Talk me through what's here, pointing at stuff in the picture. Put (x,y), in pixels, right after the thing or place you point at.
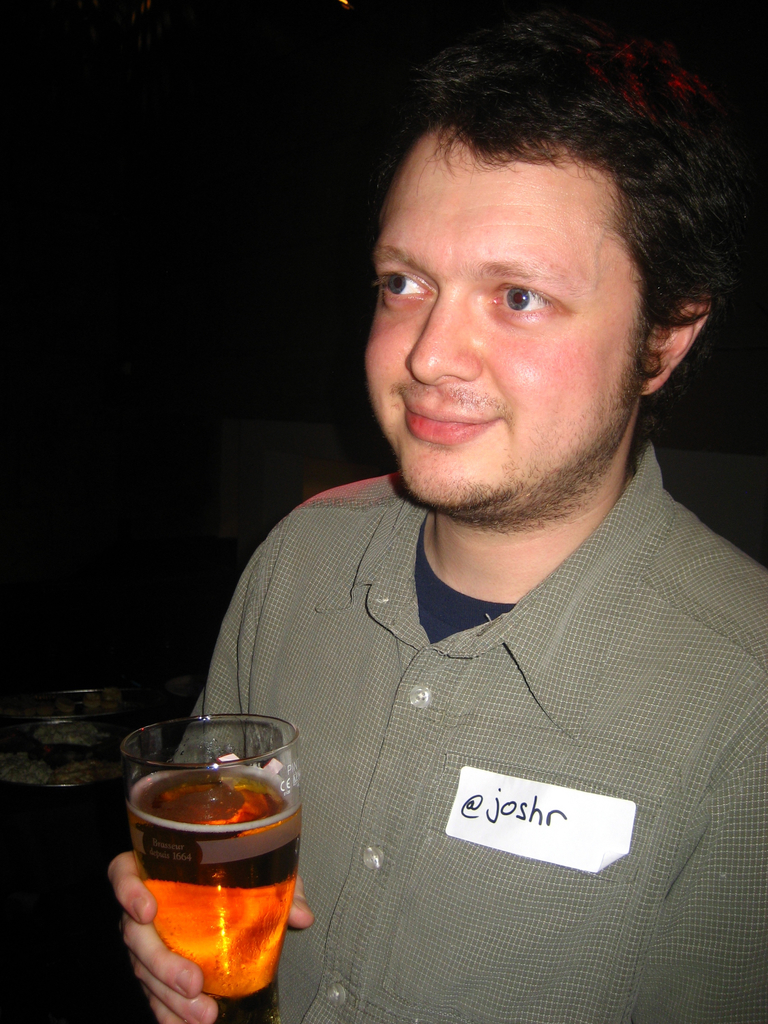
In this picture i could see a person (498,403) holding a beer glass (229,855) in his hand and he has a tag (505,833) on his shirt (451,801) and in the background (182,336) there is almost black in color.
